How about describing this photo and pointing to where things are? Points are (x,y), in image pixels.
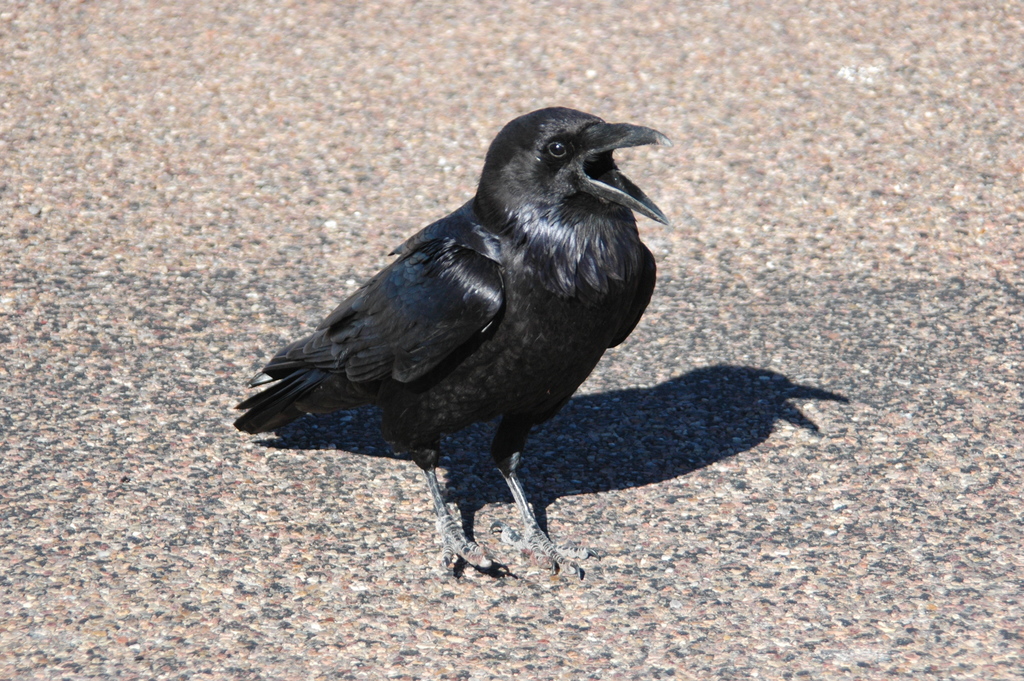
In this image we can see a crow (523,353).
